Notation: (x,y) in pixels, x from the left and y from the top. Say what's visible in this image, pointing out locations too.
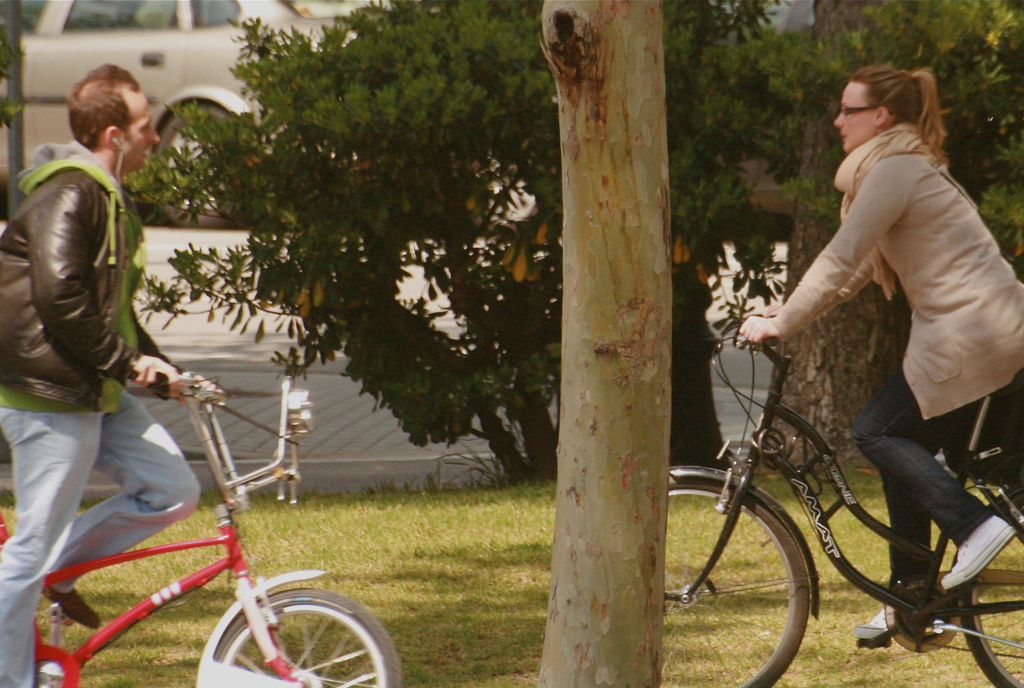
The image is clicked on the roads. There are two persons (924,125) in the image a man (96,202) and a woman (840,263). To the right (882,118) the woman (932,233) is riding black color bicycle (814,568). To the left (59,222) the man (173,366) is riding red color bicycle (66,578). In the background (179,87) there is a car (92,30). In the middle (498,284) there is a tree (553,36) and plant (442,178) behind it. At the bottom (474,589) there is a green color grass (473,624).
